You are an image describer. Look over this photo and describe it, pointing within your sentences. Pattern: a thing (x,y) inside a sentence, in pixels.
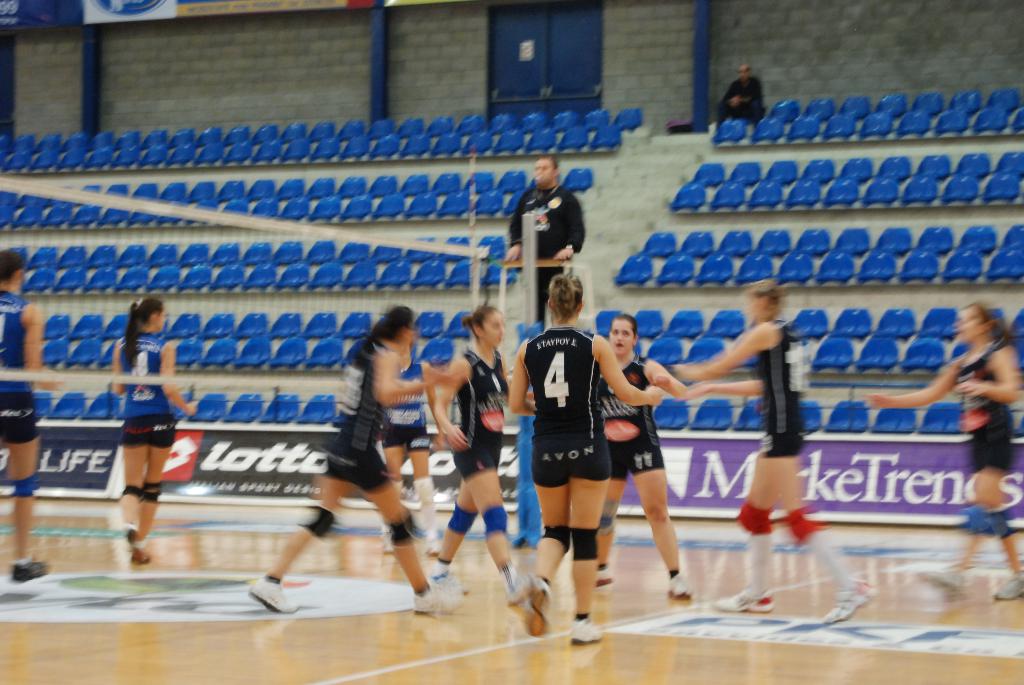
In this picture I can see people (505,390) on the surface (495,603). I can see a number of sitting chairs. I can see a person (545,235) standing on the right side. I can see a person (739,98) sitting on the right side (727,92).
